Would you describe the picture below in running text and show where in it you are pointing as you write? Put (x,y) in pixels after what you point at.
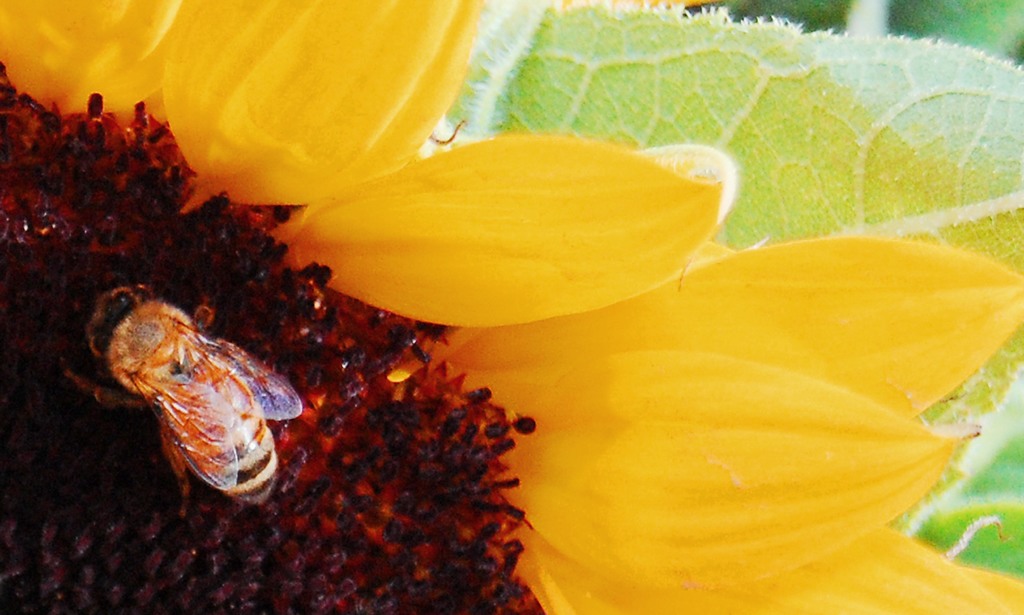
In the image we can see the bee (191,417) on the flower (319,382) and here we can see the leaves (811,123).
